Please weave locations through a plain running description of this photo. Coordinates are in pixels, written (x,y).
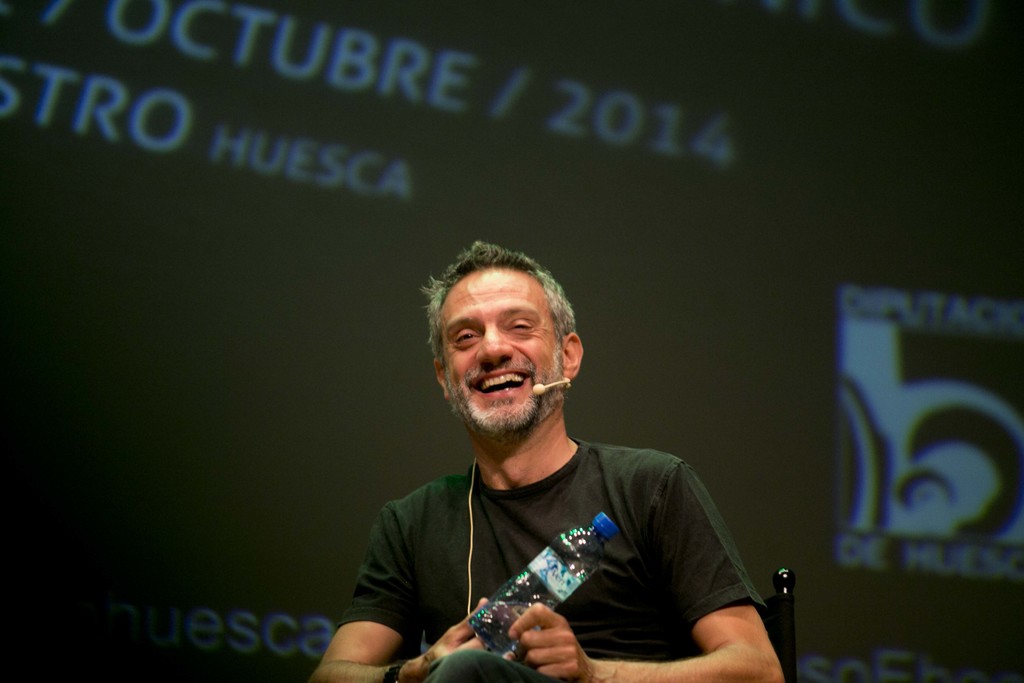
In this picture we can observe a man (490,525) sitting in the chair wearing a black color T shirt (523,550) and holding a water bottle (543,596) in his hands (525,612). He is smiling. In the background (337,372) we can observe a screen (570,162).
